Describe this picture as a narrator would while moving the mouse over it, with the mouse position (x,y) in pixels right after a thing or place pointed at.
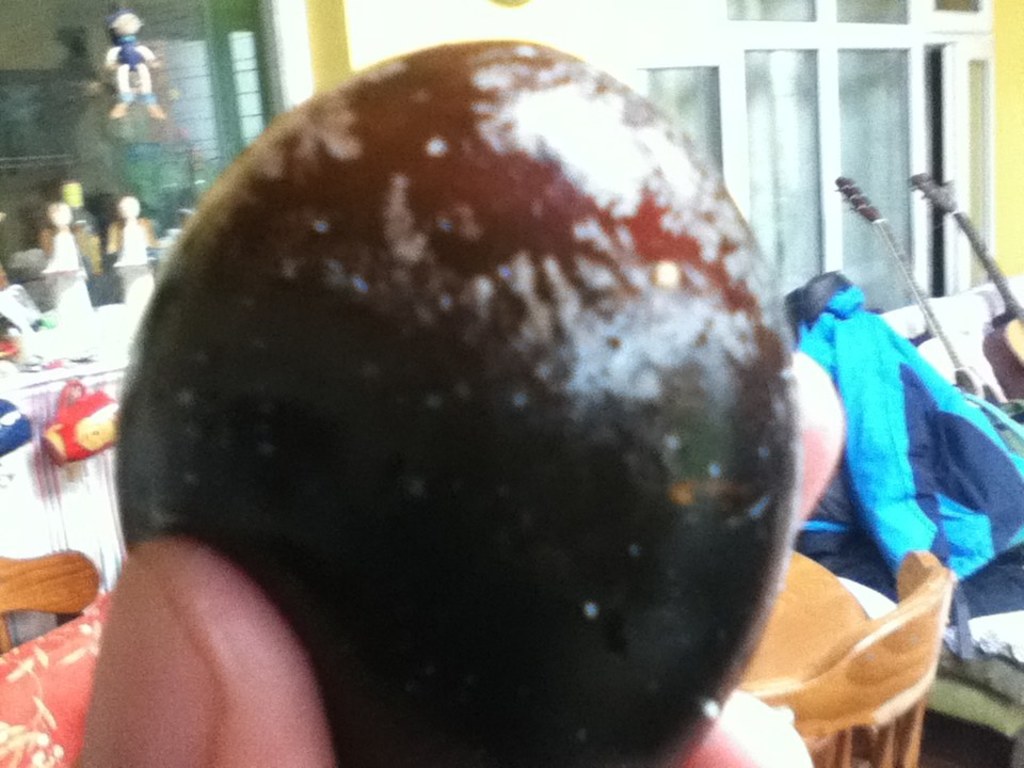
In this picture we can see a person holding an object (508,540) and in the background (980,477) we can see chairs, toys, cup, cloth (982,457), guitar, windows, wall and some objects (112,328).
